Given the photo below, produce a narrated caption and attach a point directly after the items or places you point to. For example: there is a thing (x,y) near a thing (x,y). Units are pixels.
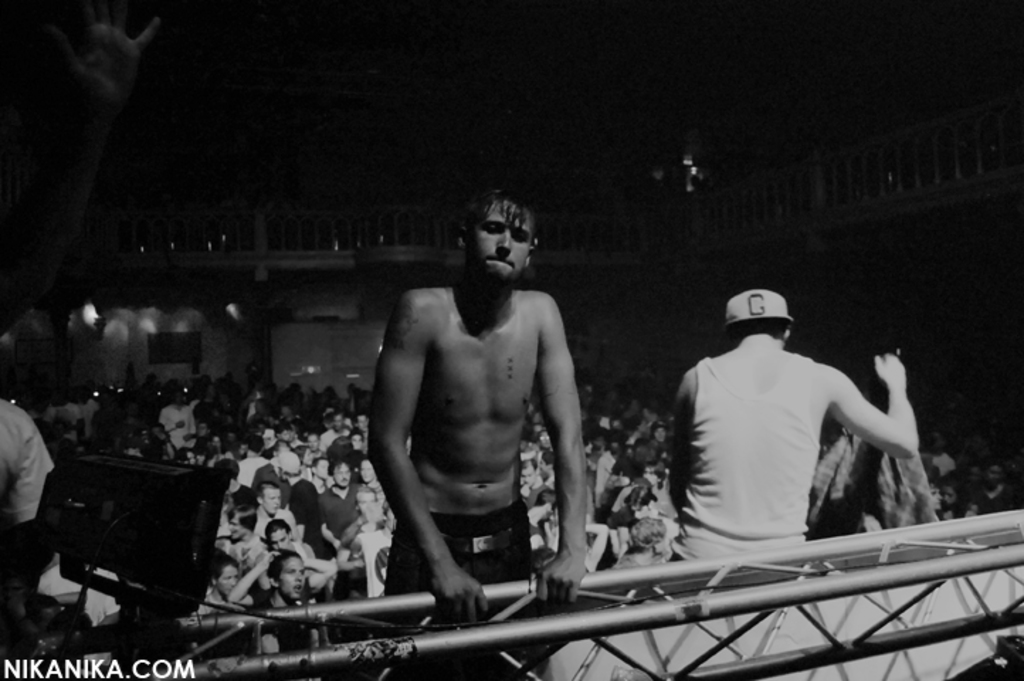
This is a black and white picture, there is a man (431,392) without shirt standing in the front (605,573) holding metal rod (673,615) and behind there are many people (339,474) standing all over the place.
